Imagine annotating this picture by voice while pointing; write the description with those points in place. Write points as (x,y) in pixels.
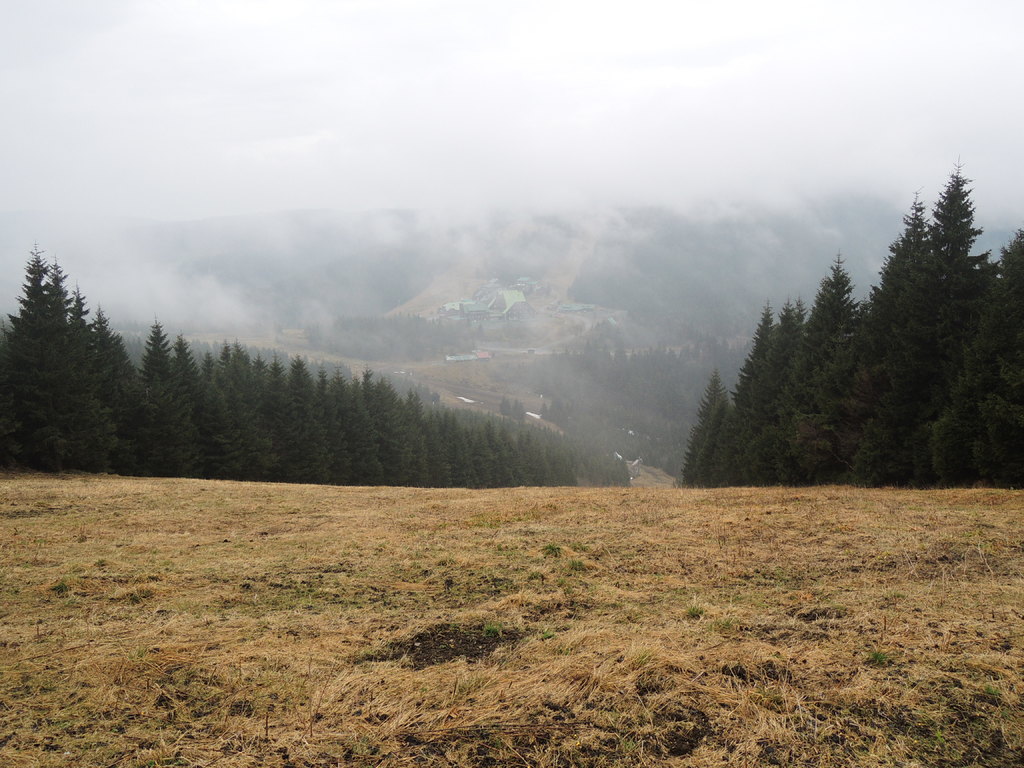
In this image, in the middle (488,412) there are trees (601,415), hills (546,419), sky (594,163), snow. At the bottom (571,636) there is grass (482,659).
